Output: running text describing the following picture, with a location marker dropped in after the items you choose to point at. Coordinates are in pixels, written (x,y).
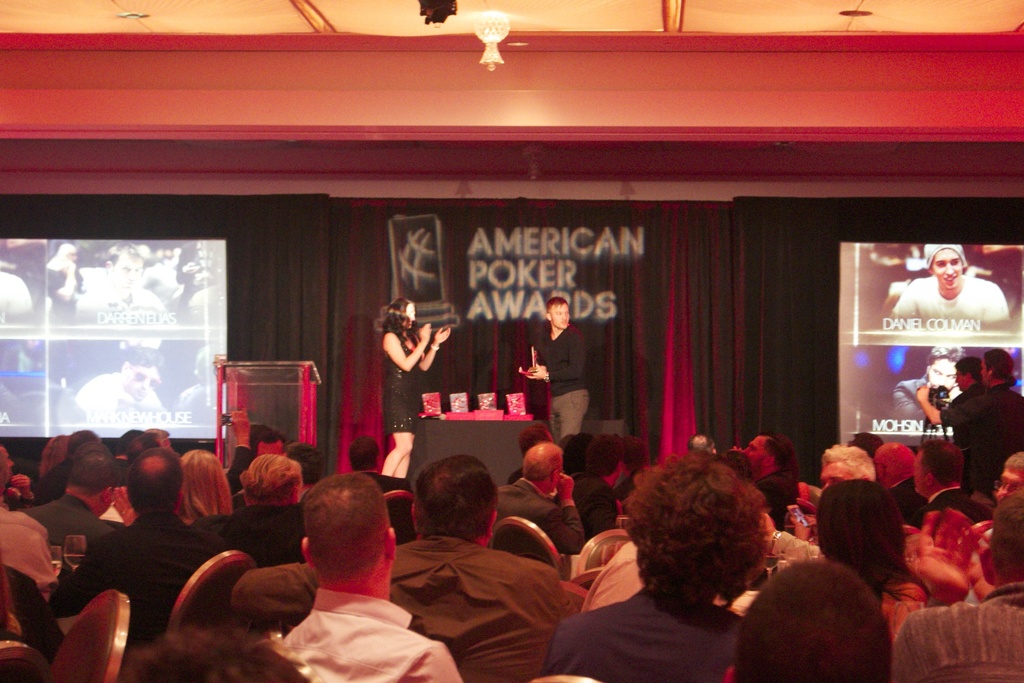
In this image I can see there are a few people (372,556) sitting on the chairs (603,564), there are a few tables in front of them, there is a dais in the backdrop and there is a man (556,378) and a woman (402,417) standing on the dais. There are two screens (128,327) and there is a curtain (400,264) in the backdrop (451,272).
